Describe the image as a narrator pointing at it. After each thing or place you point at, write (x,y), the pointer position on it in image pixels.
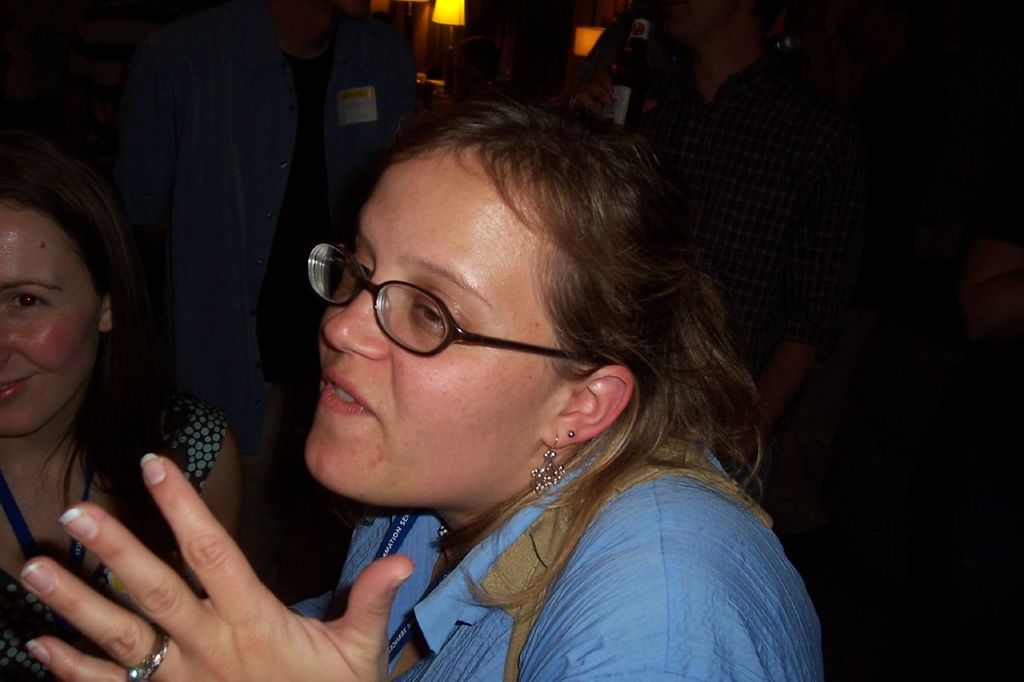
As we can see in the image in the front (360,351) there are two women (511,353). The woman (96,315) on the left side (21,403) is wearing black and white color dress (193,462). the woman (558,228) over here is wearing sky blue color dress (678,571). The background (912,26) is dark.
